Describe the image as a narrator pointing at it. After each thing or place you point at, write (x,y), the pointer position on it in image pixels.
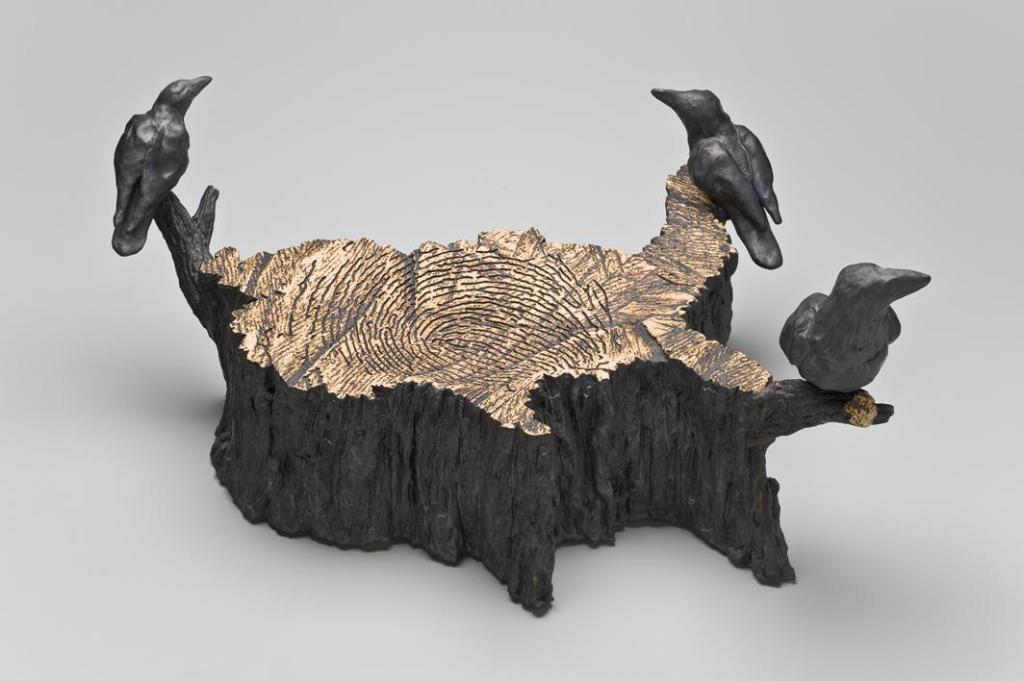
In the center of the image (580,274) there is a wooden object (621,429) with depictions of birds (885,314) on it.
